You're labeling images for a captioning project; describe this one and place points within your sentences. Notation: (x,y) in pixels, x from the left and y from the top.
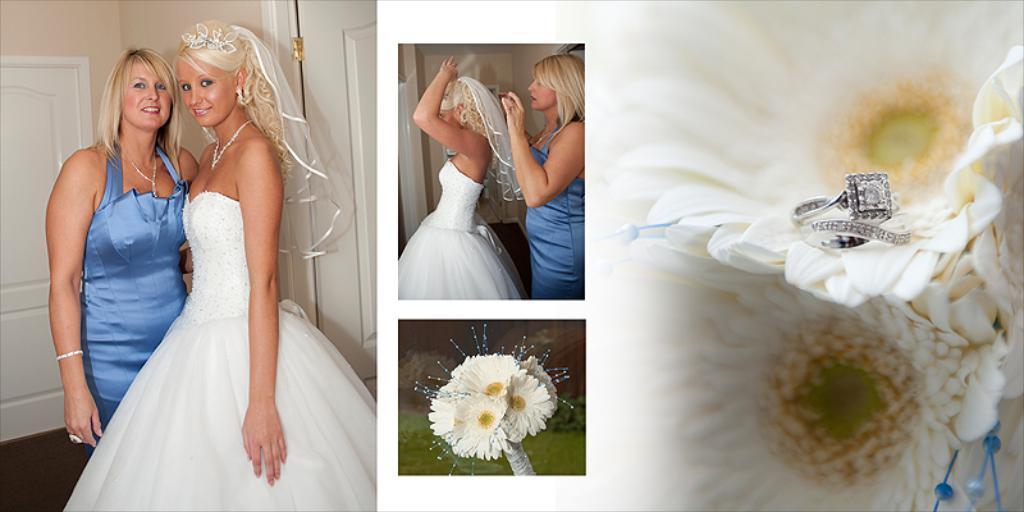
Collage picture. In this picture we can see people (535,240), flowers (519,399), doors (21,121) and wall (58,16). On this flower (754,193) there is a ring (860,209).
